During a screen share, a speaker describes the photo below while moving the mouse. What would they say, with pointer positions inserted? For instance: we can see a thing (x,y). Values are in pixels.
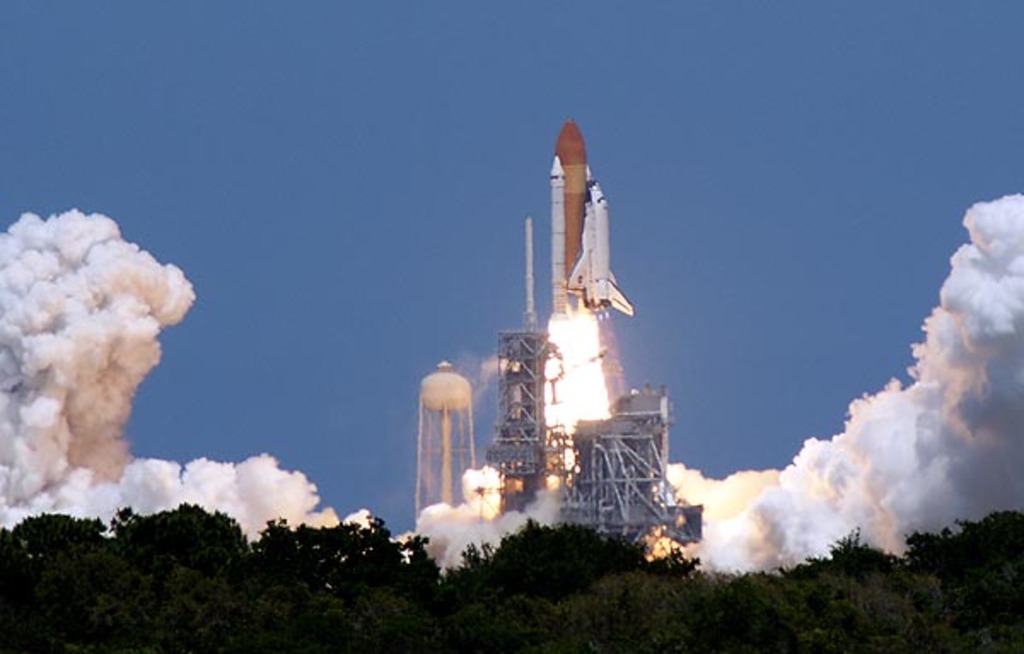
In this image in the center (557,257) there is one rocket (577,207) and some towers (620,483), and some smoke (717,529) is coming out. At the bottom (727,618) there are trees (944,571), at the top of the image (325,155) there is sky (289,243).
